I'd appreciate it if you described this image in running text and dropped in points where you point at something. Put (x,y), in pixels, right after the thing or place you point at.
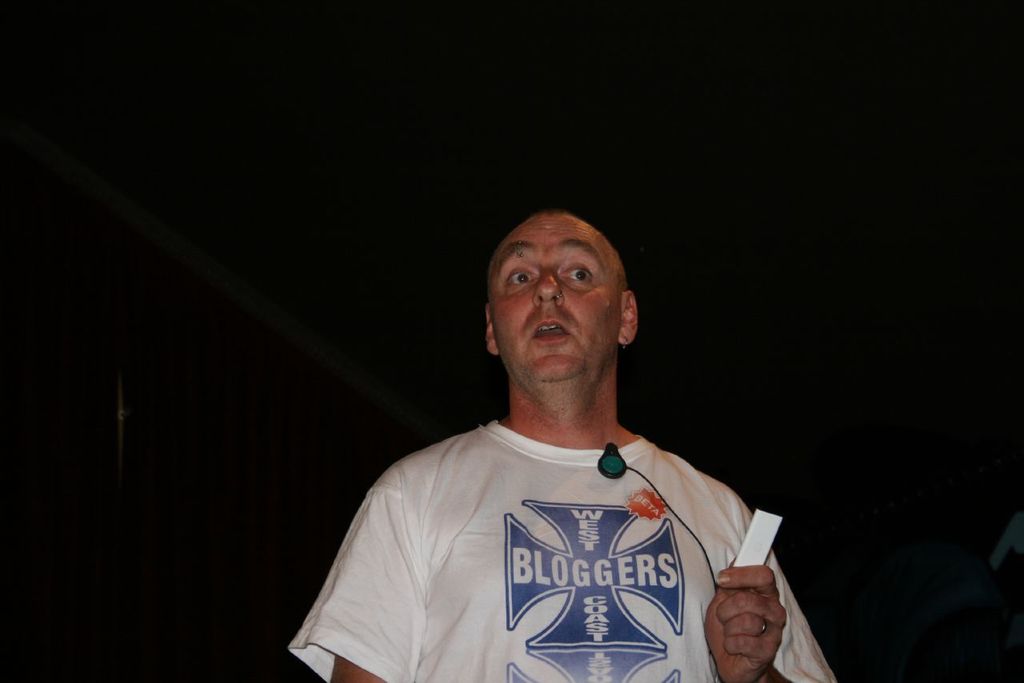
In this picture we can see a man (533,544) is holding a paper (747,545), he is wearing a white color t-shirt (490,545), there is a dark background (105,308).
